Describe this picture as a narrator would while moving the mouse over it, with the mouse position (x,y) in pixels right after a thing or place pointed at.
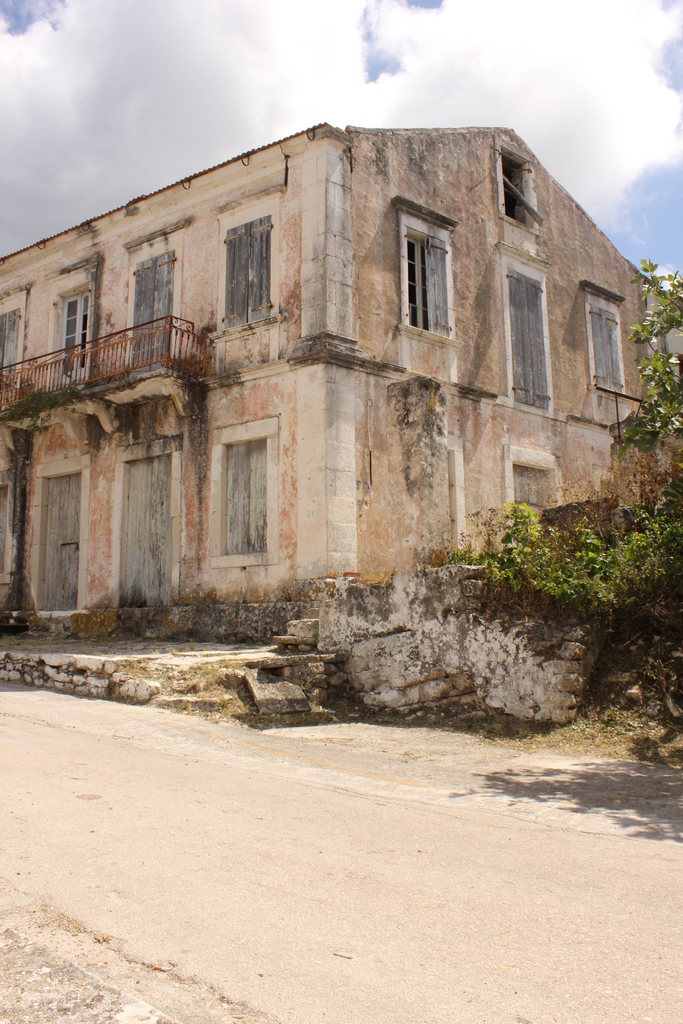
In this image there is an old building (322,394) in the middle (304,394). At the top (292,53) there is the sky (268,57). At the bottom (302,874) there is a road (98,794). On the right side (667,376) there is a tree (641,408).
